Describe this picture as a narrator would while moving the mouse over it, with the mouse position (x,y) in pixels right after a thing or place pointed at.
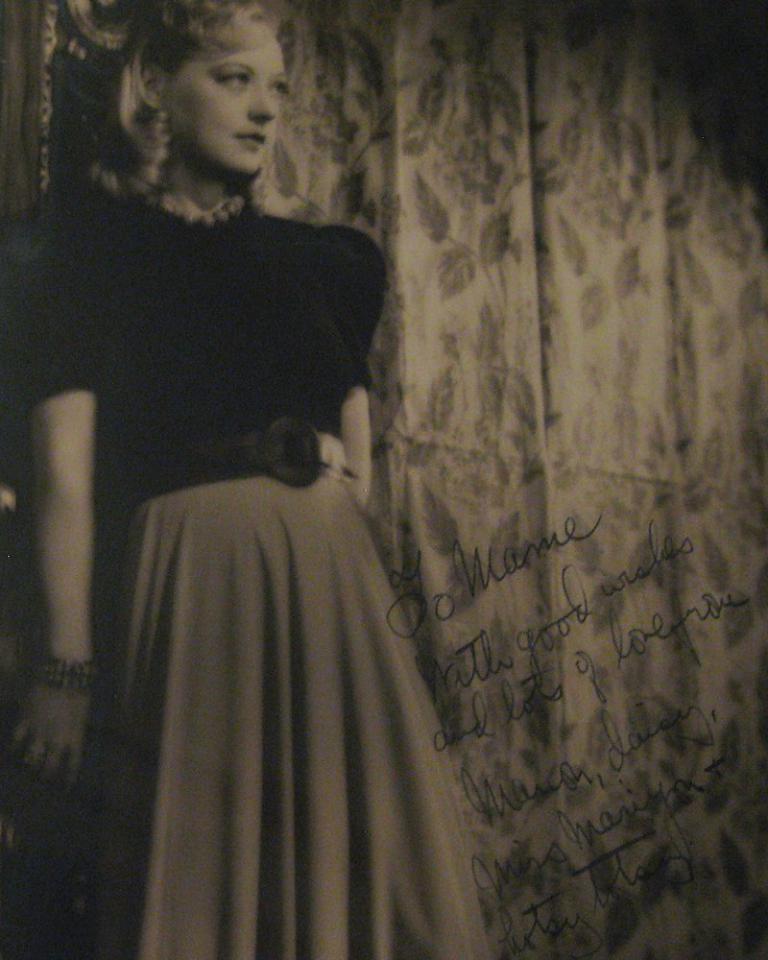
In this black and white image there is a woman (231,547) standing and looking to the right side of the image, behind her there are curtains (486,298), in the foreground of the image (577,713) there is some text (571,742).
